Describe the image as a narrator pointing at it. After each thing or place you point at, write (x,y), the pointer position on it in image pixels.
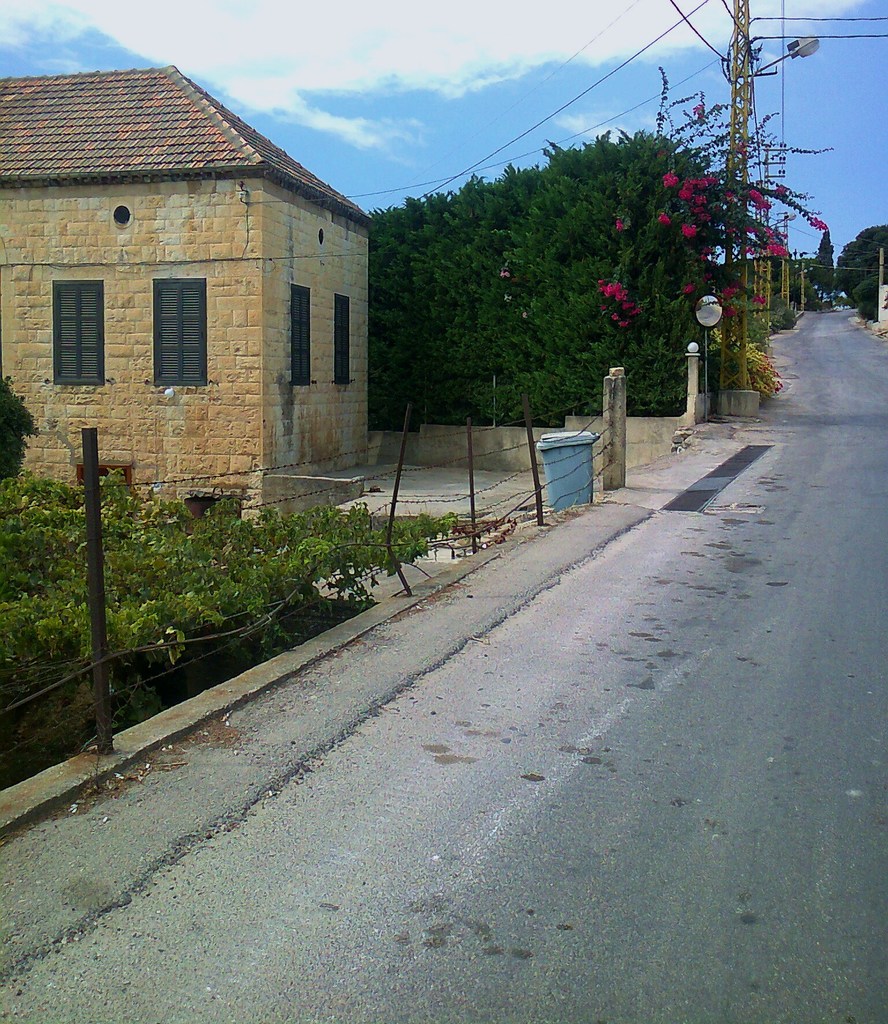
In this image there is a road (694,834) in the middle (548,641), beside the road (642,880) there are trees (625,232), fence (390,551), dust bin (557,480), flowers (697,197), power line cables (791,19), house (210,422), and plant (119,549) visible in the middle (416,350), at the top (381,101) there is the sky (437,84) visible.
